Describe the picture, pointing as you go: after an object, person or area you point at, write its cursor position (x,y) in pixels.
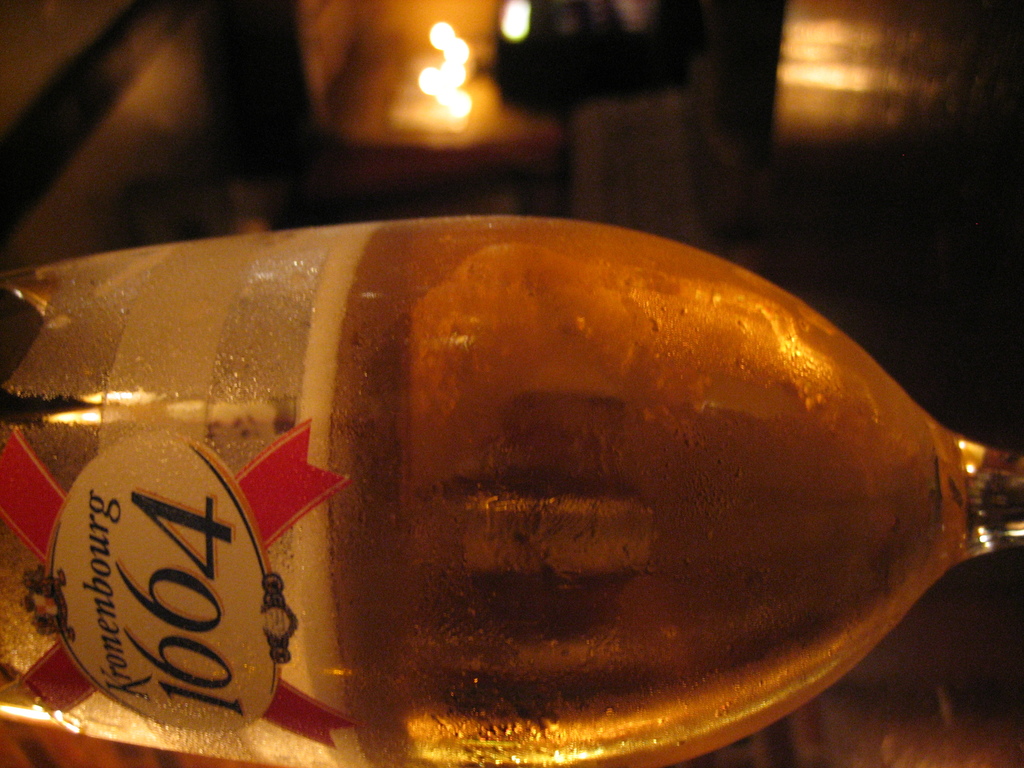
In this image there is a zoom in picture of a glass (373,449) as we can see at bottom of this image (348,619).
